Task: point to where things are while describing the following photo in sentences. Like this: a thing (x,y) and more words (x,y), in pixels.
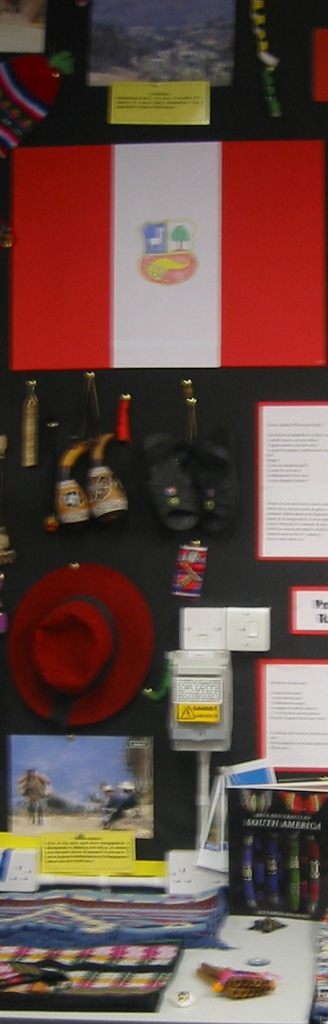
In this picture we can see posters (150,823), cap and some objects (178,568).
